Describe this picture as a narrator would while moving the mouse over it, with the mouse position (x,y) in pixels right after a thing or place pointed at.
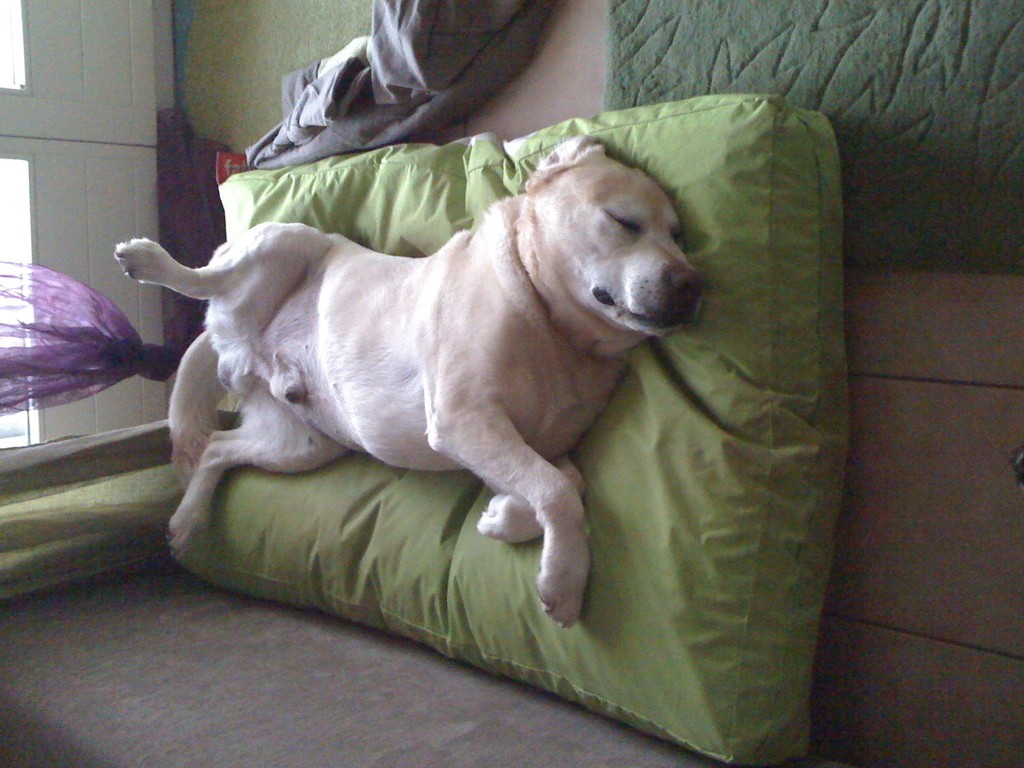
In this picture we can see a dog (387,439) is laying on the bed (497,553), beside to the dog (390,273) we can find a blanket (350,88) and curtains (62,291).
